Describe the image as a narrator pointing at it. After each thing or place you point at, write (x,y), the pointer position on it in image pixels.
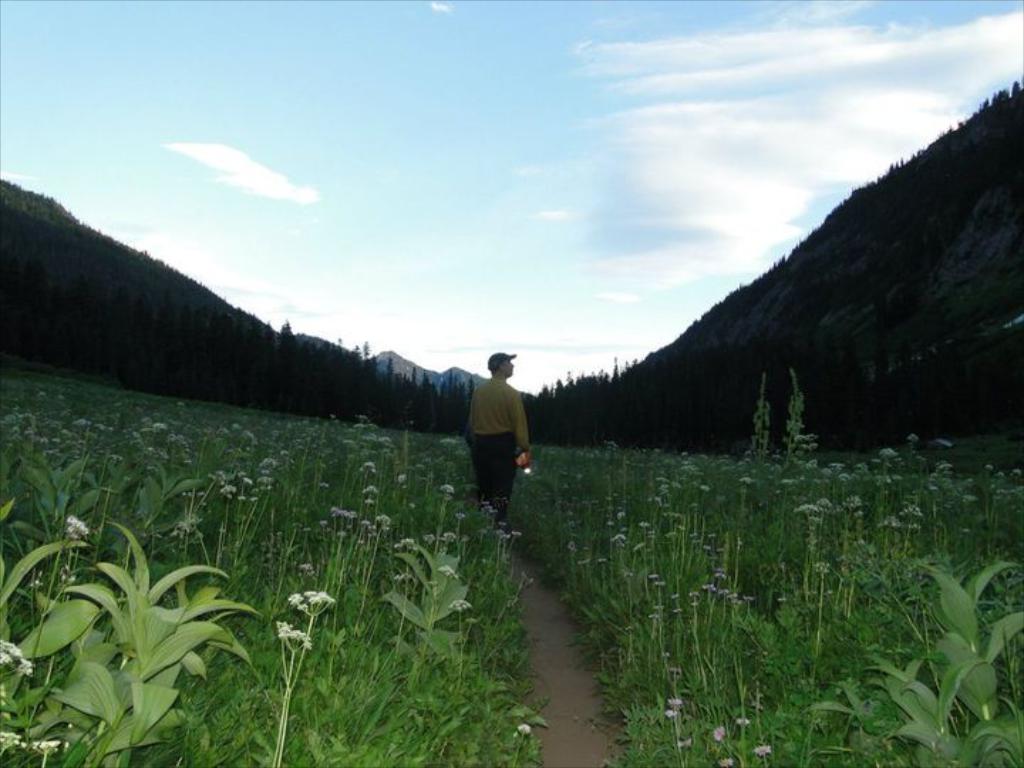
In this image there is sky (530,392), there are trees (334,381), there are plants (237,553), there is a person (495,459) standing and holding an object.
